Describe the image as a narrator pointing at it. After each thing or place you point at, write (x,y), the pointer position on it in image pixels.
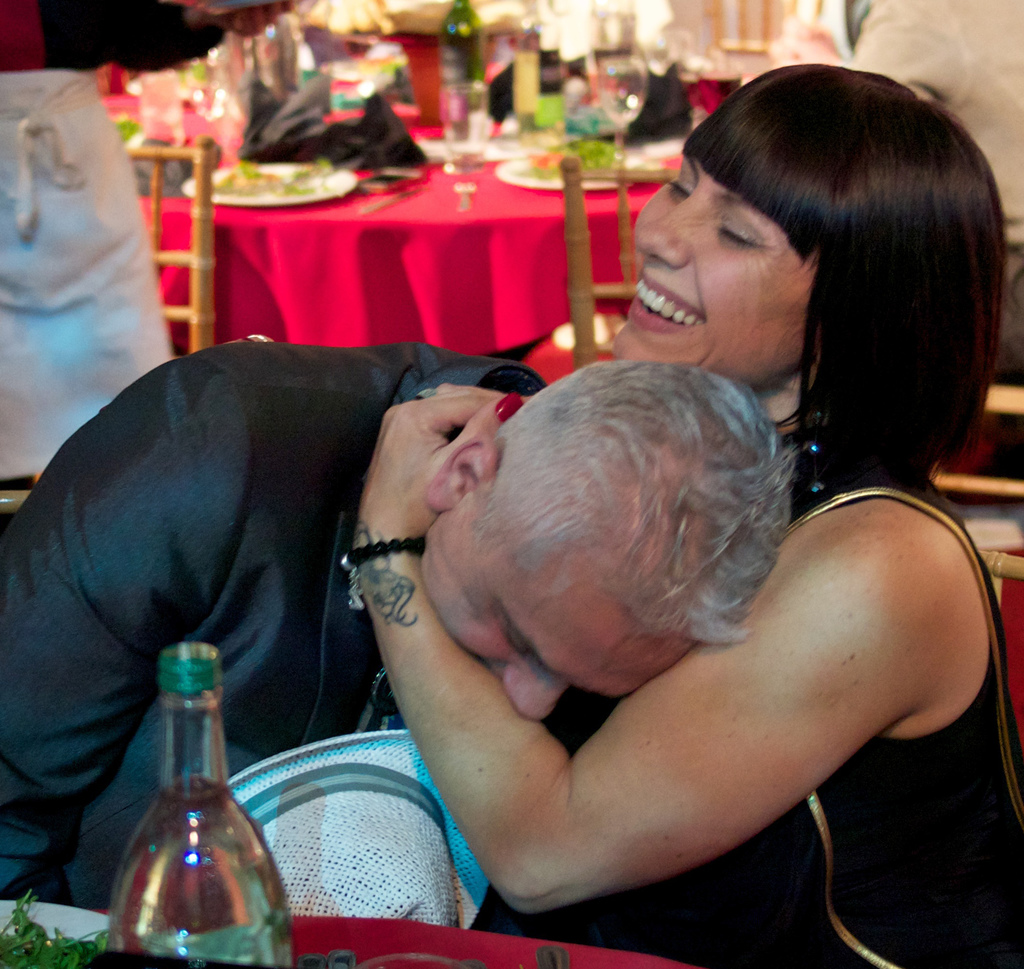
In this image there are two persons (778,389) sitting near the table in the front of the image (545,733). One male (256,396) and one female (680,208). The lady (846,377) is hugging the man (260,609) and smiling. In the background (168,208) there is another table (547,192) which is covered with red cloth (348,248) and some food (230,180) is kept on the table (324,262).
